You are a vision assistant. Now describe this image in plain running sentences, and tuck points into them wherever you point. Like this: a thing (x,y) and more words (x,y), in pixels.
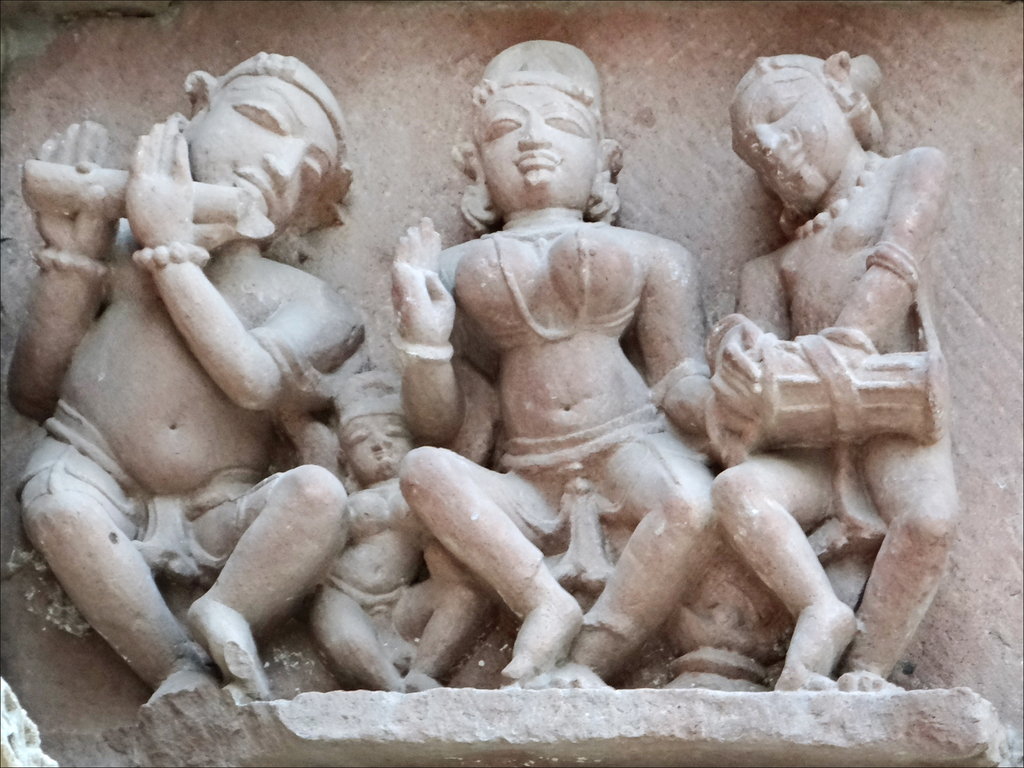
In this image I see 4 sculptures (523,162) on the wall (120,682).
